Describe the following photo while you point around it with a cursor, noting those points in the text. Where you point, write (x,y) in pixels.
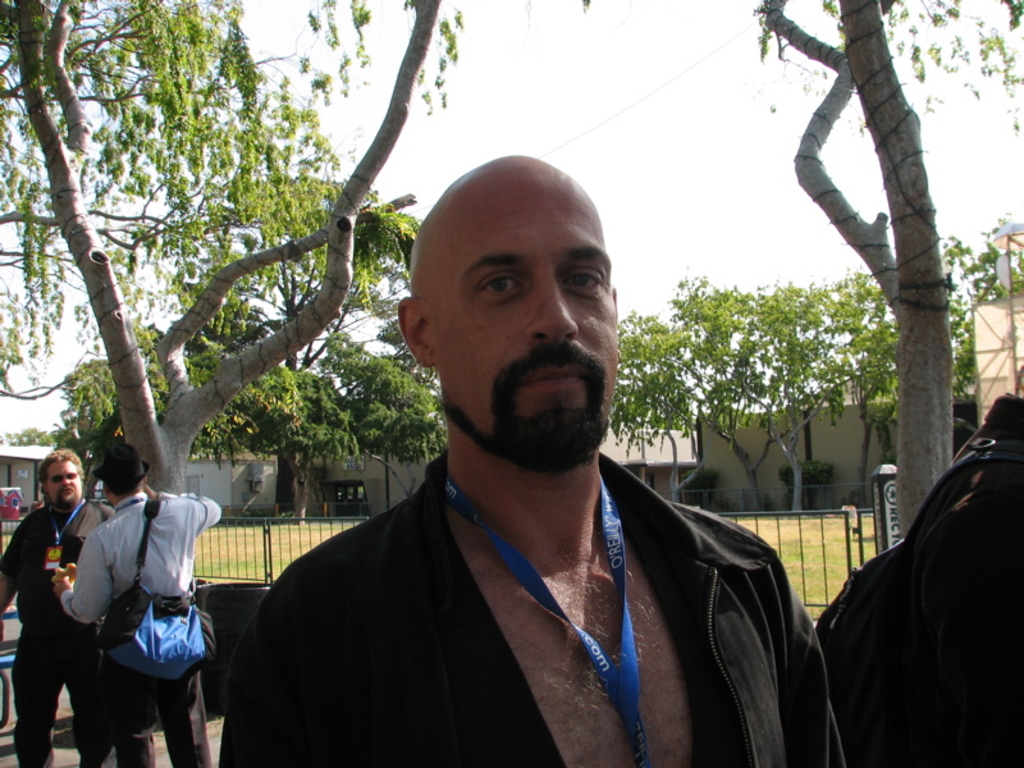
In this image I can see in the middle (439,344) a man (552,727) is looking at this side, he wore coat (675,606) and an Id card (626,656) in blue color, behind him there is an iron fencing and there are trees (395,446) at the back side (663,338). At the top (629,93) it is the sky (624,127), on the left side (175,533) 2 men (126,578) are standing, they wore shirts (112,585), Id cards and a blue color bag (168,627).
